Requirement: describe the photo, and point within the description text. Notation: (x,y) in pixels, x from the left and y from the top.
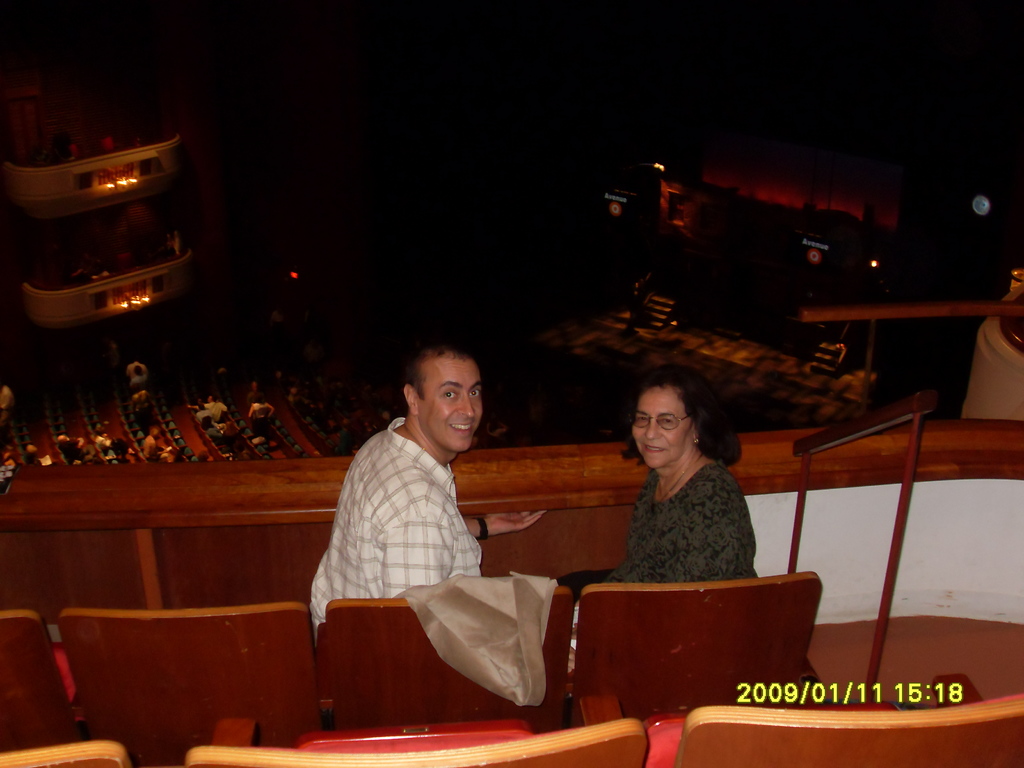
2 people (590,571) are sitting on the chair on the top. behind them people (138,361) are sitting downstairs on the chairs (65,430).
